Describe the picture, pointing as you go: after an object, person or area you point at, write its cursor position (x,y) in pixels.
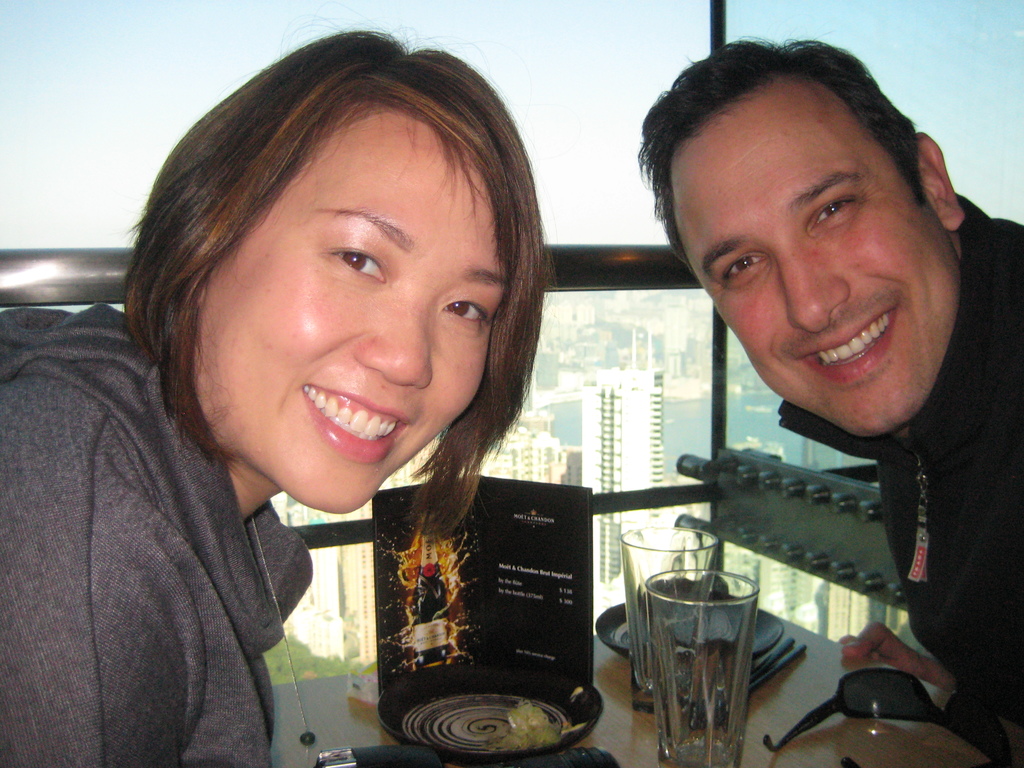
Here I can see a woman (343,426) and a man (811,226) smiling and giving pose for the picture. In the middle of these two persons (228,717) there is a table (762,722) on which glasses (740,663), plates (759,623), chopsticks (770,674), goggles (873,689), a card (455,576) and some other objects (573,759) are placed. In the background (605,471) there is a glass (598,368) through which we can see the outside view. In the outside there are many buildings (599,385) and a sea (682,414). At the top of the image (543,50) I can see the sky (566,54).
